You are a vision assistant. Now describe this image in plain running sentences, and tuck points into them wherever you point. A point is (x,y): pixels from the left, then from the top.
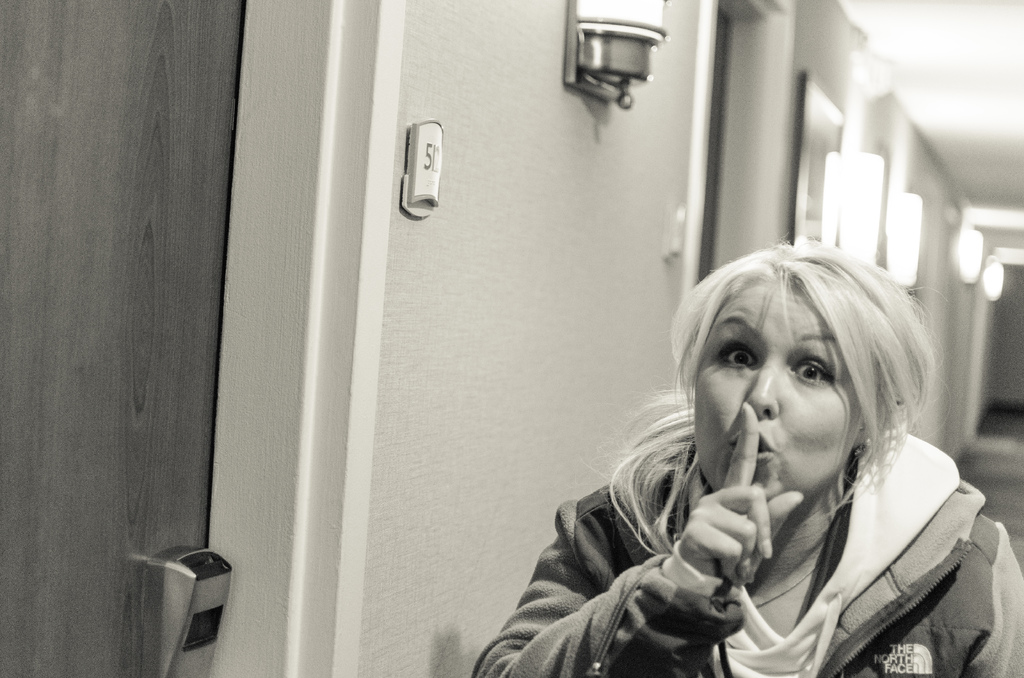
It is the black and white image in which there is a girl (783,546) who is keeping her finger (752,447) on her mouth (777,455). On the left side (119,300) there is a door (164,267). At the top (651,10) there are lights (860,183). There is a number board (423,156) fixed to the wall (464,142). There is a frame (813,148) which is attached to the wall (829,55).
